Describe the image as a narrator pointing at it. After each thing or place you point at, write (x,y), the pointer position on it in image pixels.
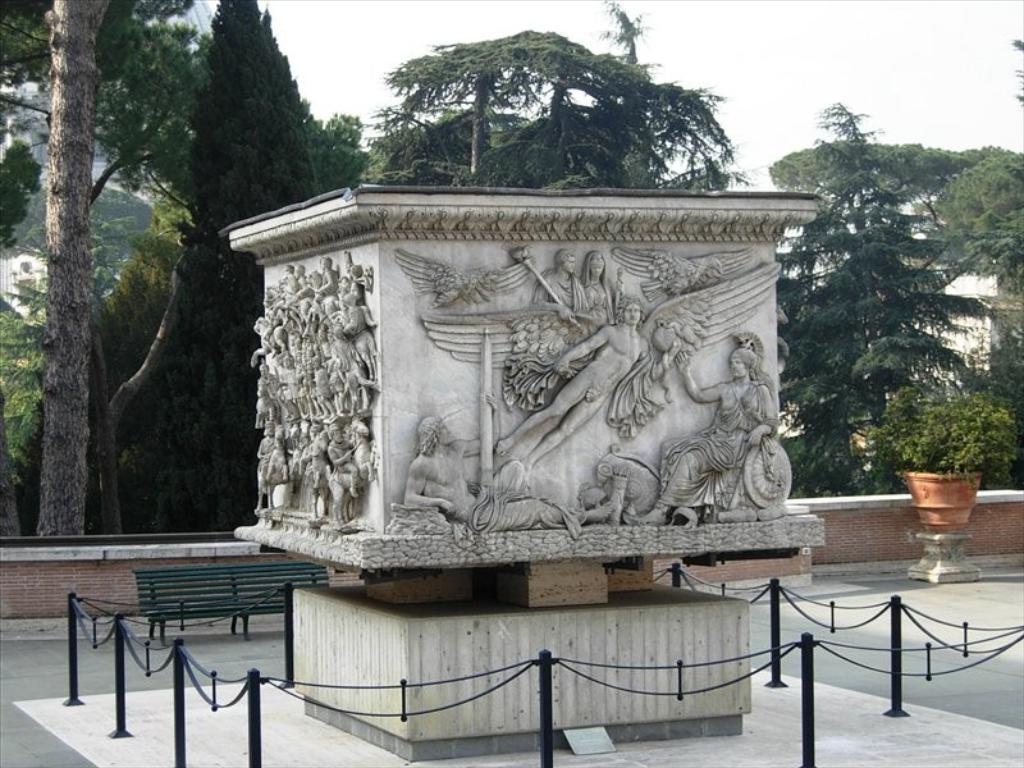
In this image we can see the sculptures (522,425) on the object (548,444). And we can see a fence (120,638), bench (228,587) and the potted plant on the ground (252,625). In the background (883,536), we can see the trees (312,173), wall (881,529) and sky (842,23).
